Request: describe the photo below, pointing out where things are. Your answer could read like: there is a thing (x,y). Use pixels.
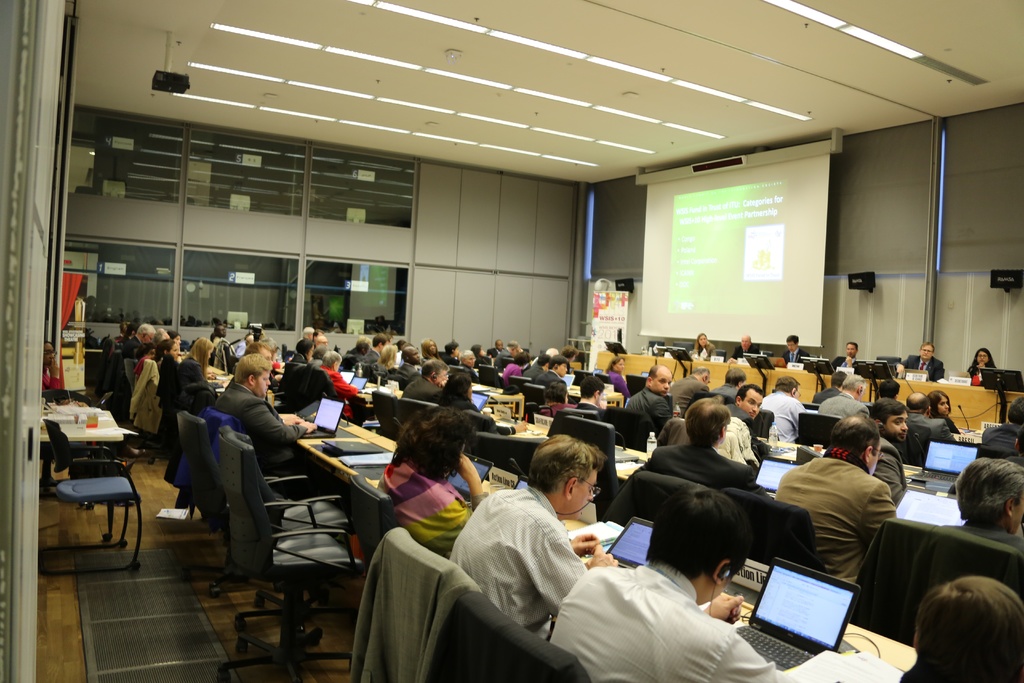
in this image there are more persons (418,438) sitting at middle of this image (446,388) as we can see in this image there is a projector wall (734,281) at right side of this image (800,259) which is in white color, there is a projector (167,78) at top left side of this image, and there is a wall (360,238) in the background (509,271). There are some chairs (261,553) at left side of this image (278,557), and there are some laptops (790,591) as we can see in middle of this image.
